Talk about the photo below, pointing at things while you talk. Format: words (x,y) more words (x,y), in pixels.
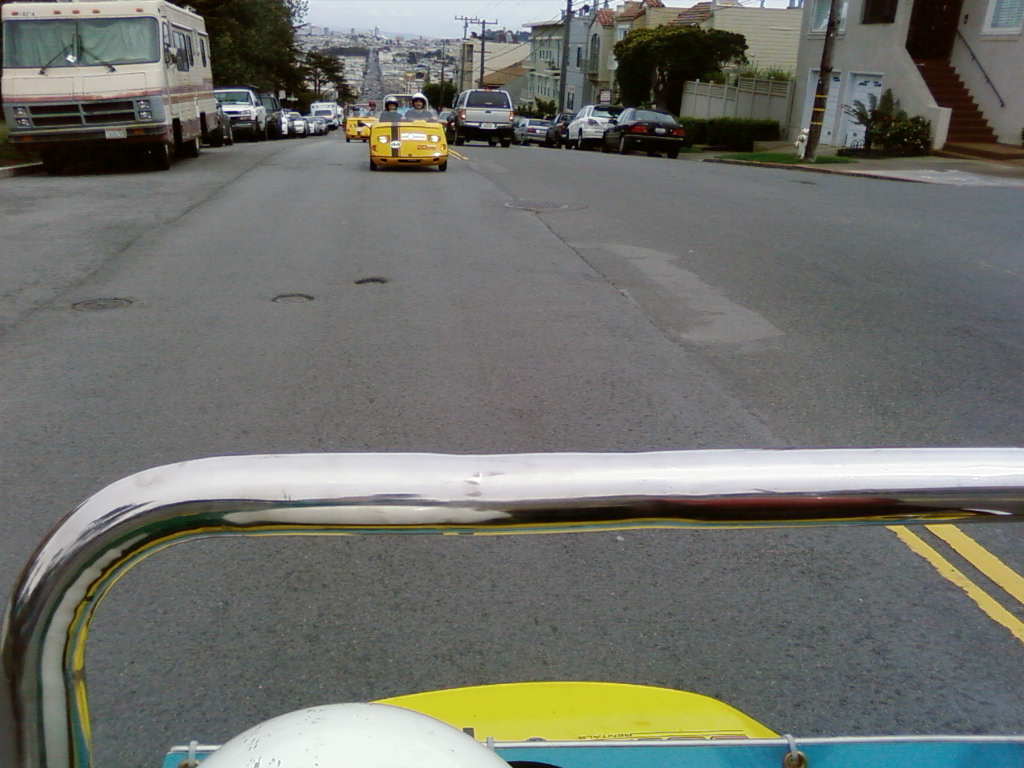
This picture is clicked outside. In the foreground (445,712) we can see a metal rod (542,459) and some other items (684,727). In the center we can see the group of vehicles (560,127) in which some of them are parked on the ground (557,148) and some of them are running on the road (433,195). In the background (414,1) we can see the sky (366,14), trees (260,51), poles (477,21), buildings (848,60), plants (911,124) and a staircase (1004,153) and some other items (949,48).
